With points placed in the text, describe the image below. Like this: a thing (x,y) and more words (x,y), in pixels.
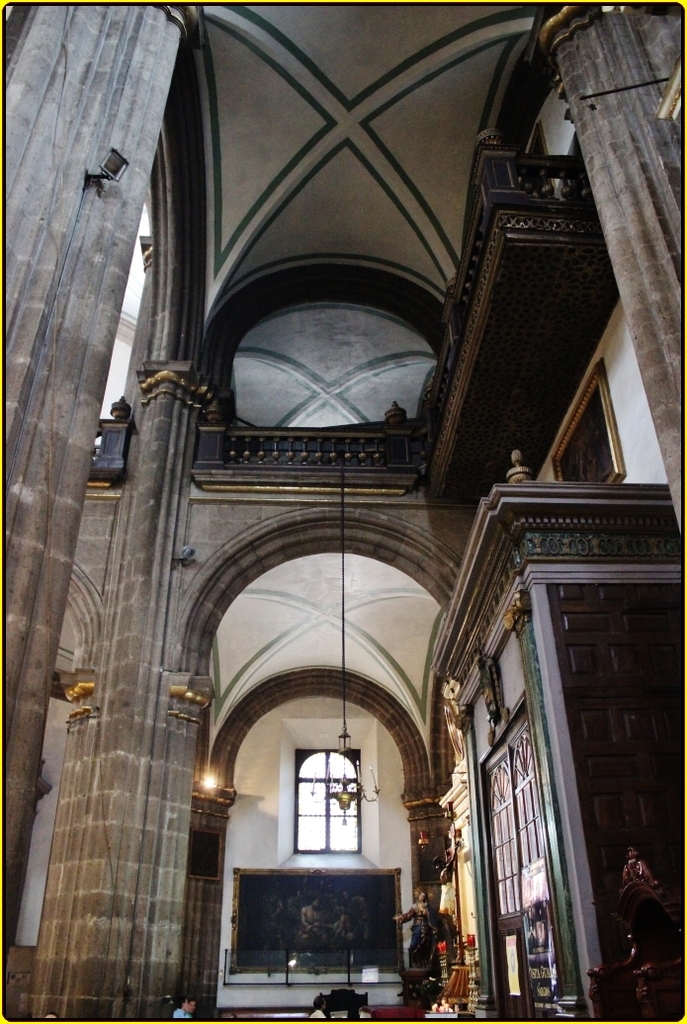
Picture looks like it is inside a palace (452,555) there are cupboards (531,839) and lights (206,785) to the pillars (133,490) and sculptures (431,962) to the wall (255,997) there is a big photo frame (383,878) attached to the wall (283,851) and from the roof (328,389) there is a light (345,759) hanged down.
